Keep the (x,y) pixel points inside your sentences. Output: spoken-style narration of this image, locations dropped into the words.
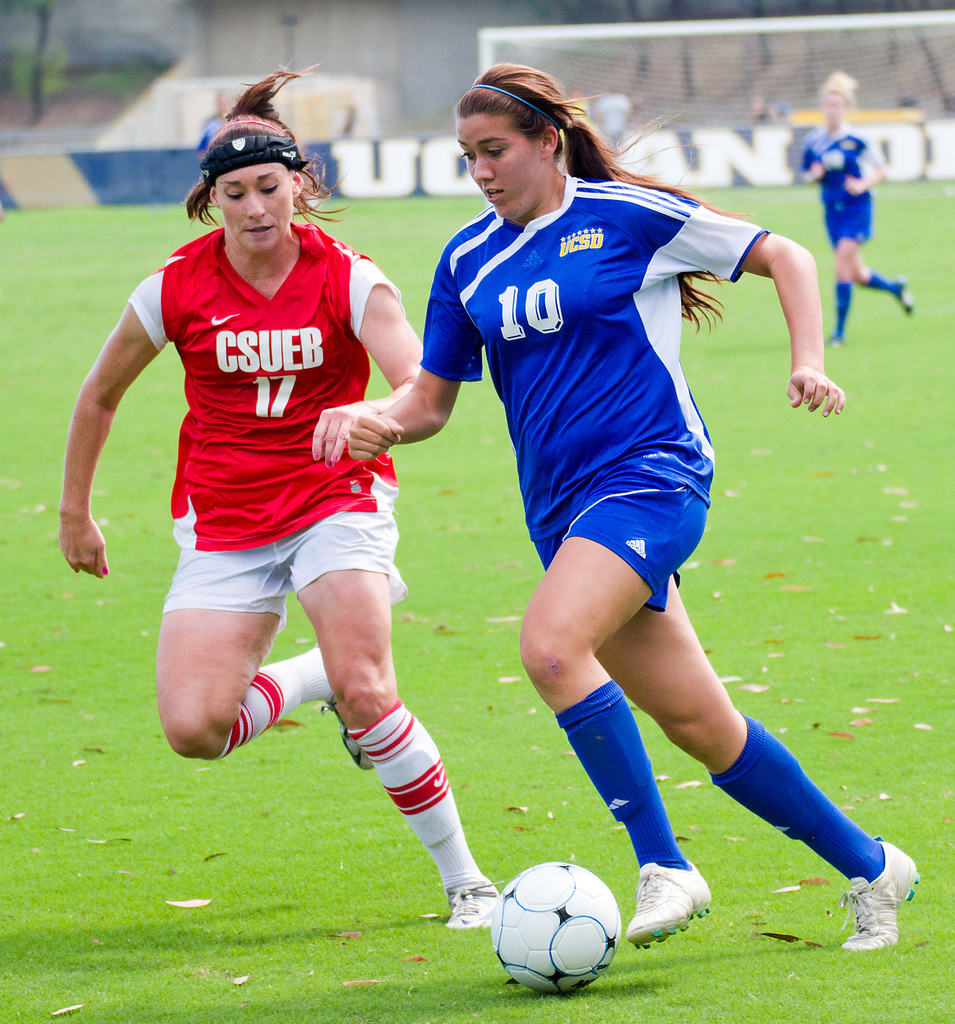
There are 2 women (404,597) playing football (560,909). Behind them there is a woman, goal net (875,36) and few people (754,115).
